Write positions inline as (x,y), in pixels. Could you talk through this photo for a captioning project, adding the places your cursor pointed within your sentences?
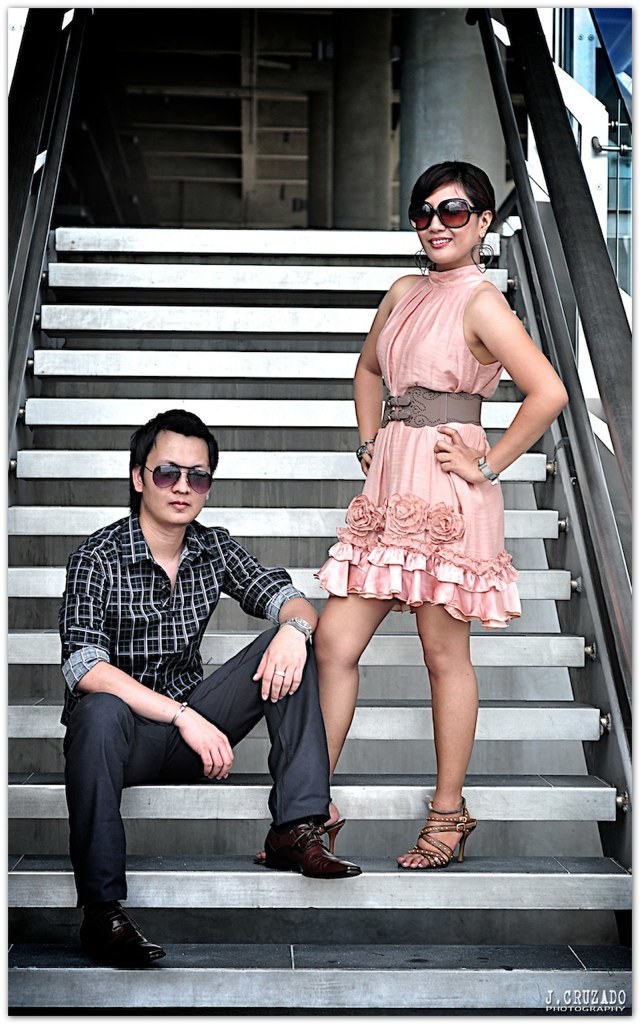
In this image, we can see some stairs (103,288) and we can see the railings (627,559), there is a man (153,709) sitting on the stairs (212,651) and we can see a woman (416,555) standing beside the man (120,759).
